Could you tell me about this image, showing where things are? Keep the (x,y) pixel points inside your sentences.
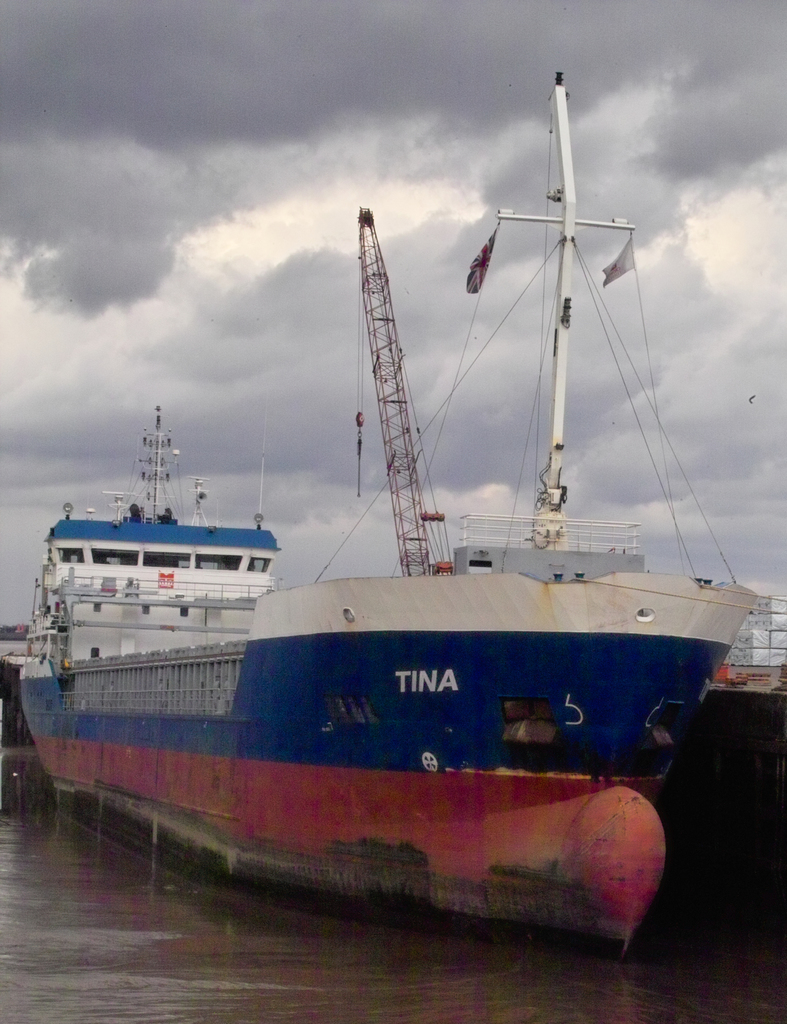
In this image we can see ship (365,695) which is in blue, red and white which is in water (299,921) and top of the image (277,184) there is cloudy sky (432,135).
